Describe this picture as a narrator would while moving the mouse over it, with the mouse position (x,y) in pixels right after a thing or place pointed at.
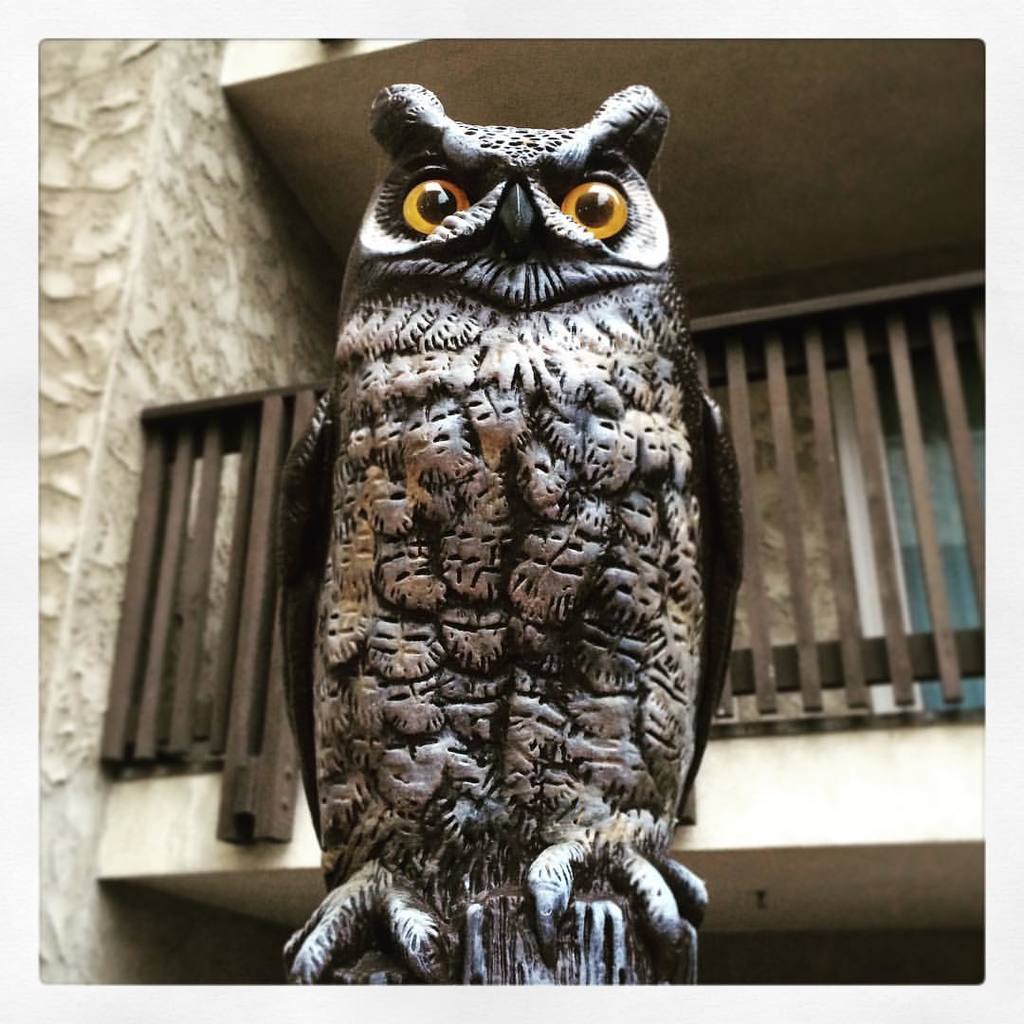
In this picture we can see the sculpture (419,471) of an owl (480,616). Behind the sculpture (549,632), there is a building (119,372) with a balcony (757,442).
